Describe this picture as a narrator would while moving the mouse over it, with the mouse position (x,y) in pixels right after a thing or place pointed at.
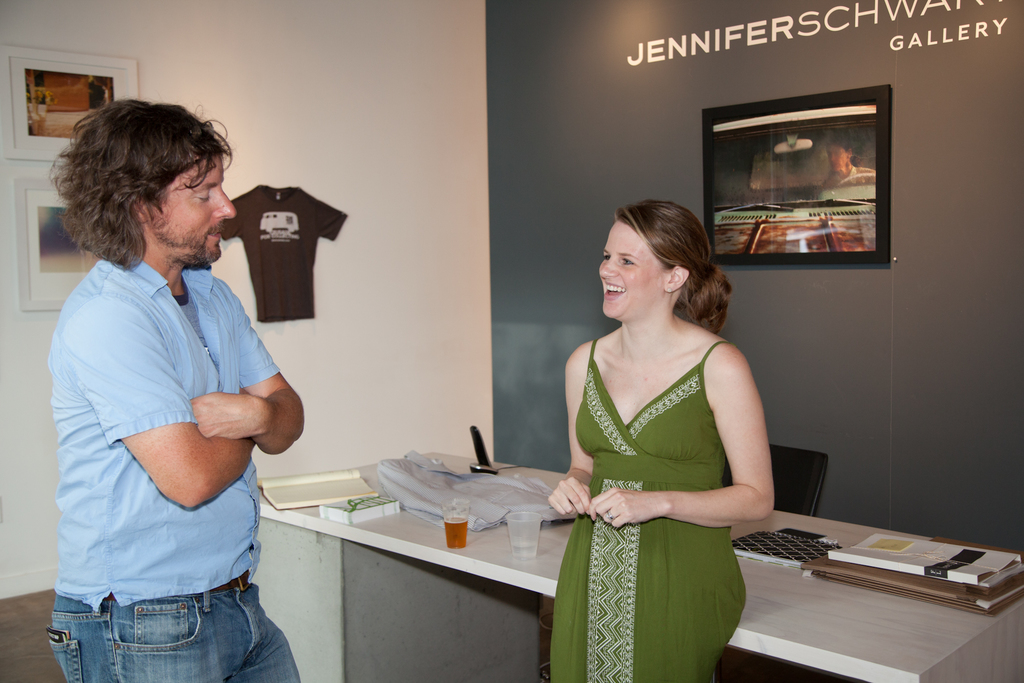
In this picture we can see man (220,342) and woman (713,290) standing and talking to each other and in front of them there is table (420,537) and on table (906,619) we can see glasses (533,533), cover (444,498), box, files (820,560) and in background (376,61) we can see wall (345,77) with frames (70,65), T-Shirt (295,217), screen (790,214) on it.
